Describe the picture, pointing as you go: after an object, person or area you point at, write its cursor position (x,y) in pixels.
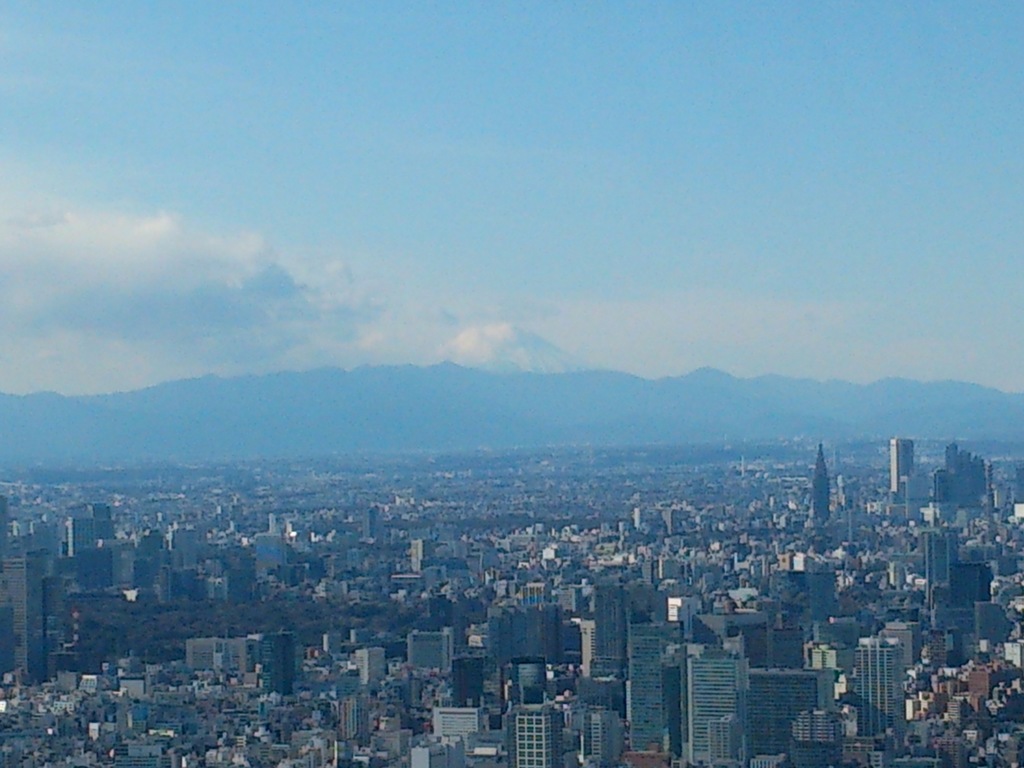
In this image there is an aerial view of the city (517,599), there are buildings (713,688), houses (220,726), trees (241,625), there is a sky (511,279) with clouds (489,344).
